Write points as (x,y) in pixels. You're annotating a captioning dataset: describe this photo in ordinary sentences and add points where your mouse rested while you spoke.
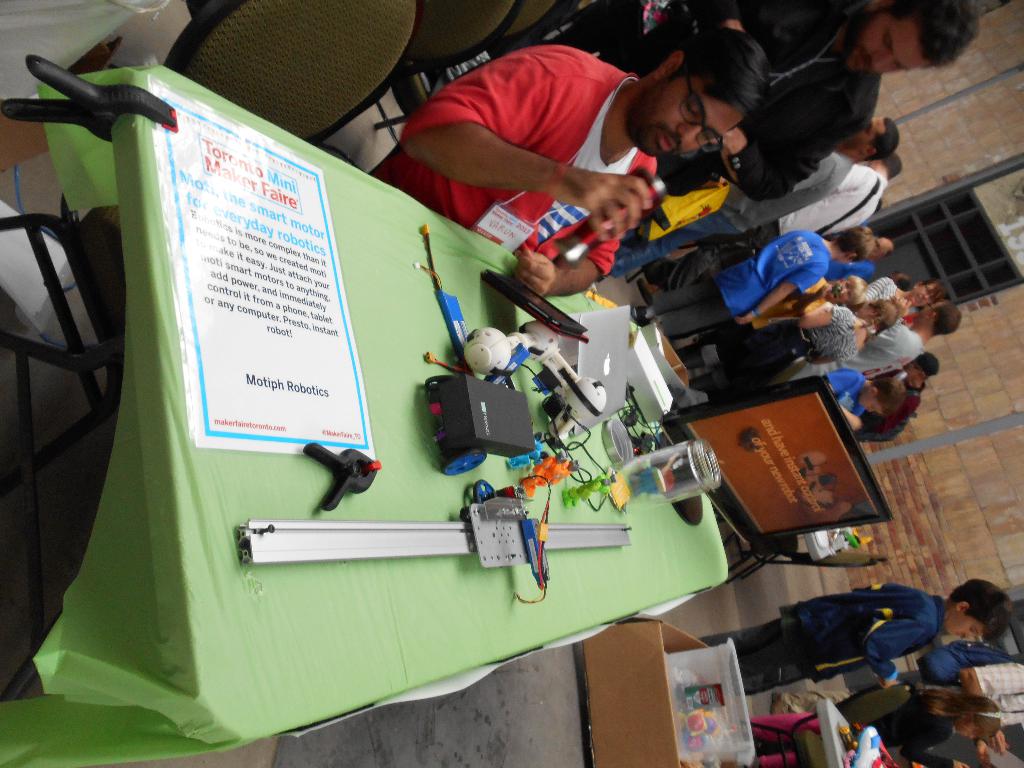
In this image a person (489,167) is sitting on the chair (352,112). Before him there is a table (391,418) having a glass (715,481) and few objects (518,448) on it. A poster (294,330) is attached to the table (408,327). Few persons (663,326) are standing on the floor (677,324). There is a box (614,725) on the floor (495,730). The box (719,736) is having few objects (738,749) on it. Behind there is a table (827,753) having few objects (869,762) are on it. Background (934,239) there is a wall (940,185) having a window (937,224).
